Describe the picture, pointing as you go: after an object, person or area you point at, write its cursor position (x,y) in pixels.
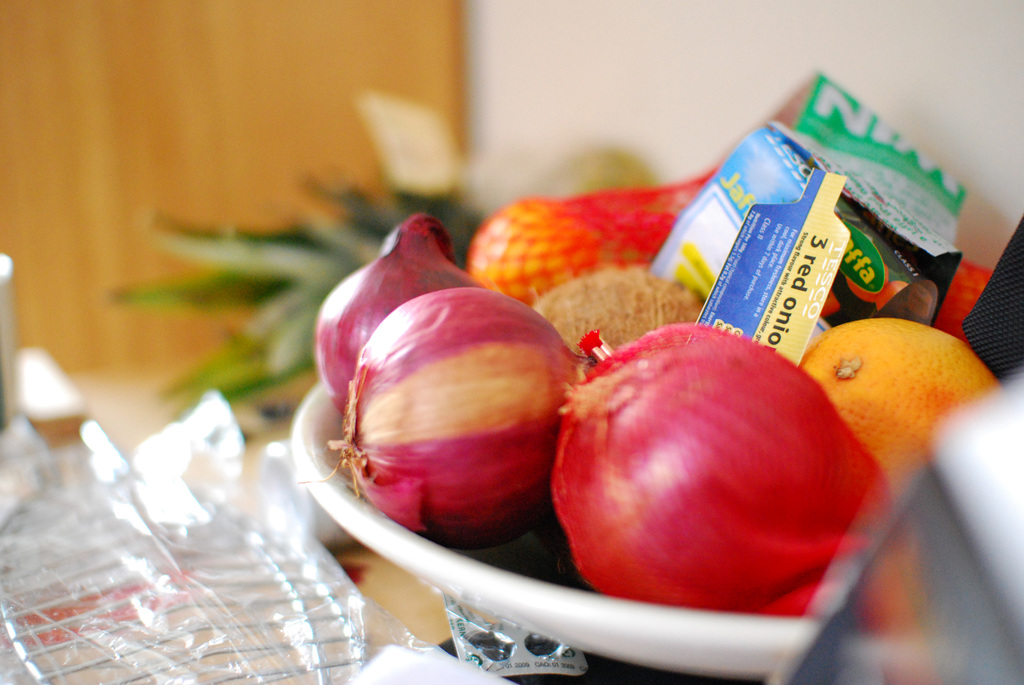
In this picture we can see a table (429,591). On the table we can see tablets (500,637), a steel rod (141,592) which is covered, a bowl (497,590) which contains onions (689,446), orange (888,385), coconut (622,297) and some packets (766,299). In the background of the image (643,77) we can see the wall (591,52).
